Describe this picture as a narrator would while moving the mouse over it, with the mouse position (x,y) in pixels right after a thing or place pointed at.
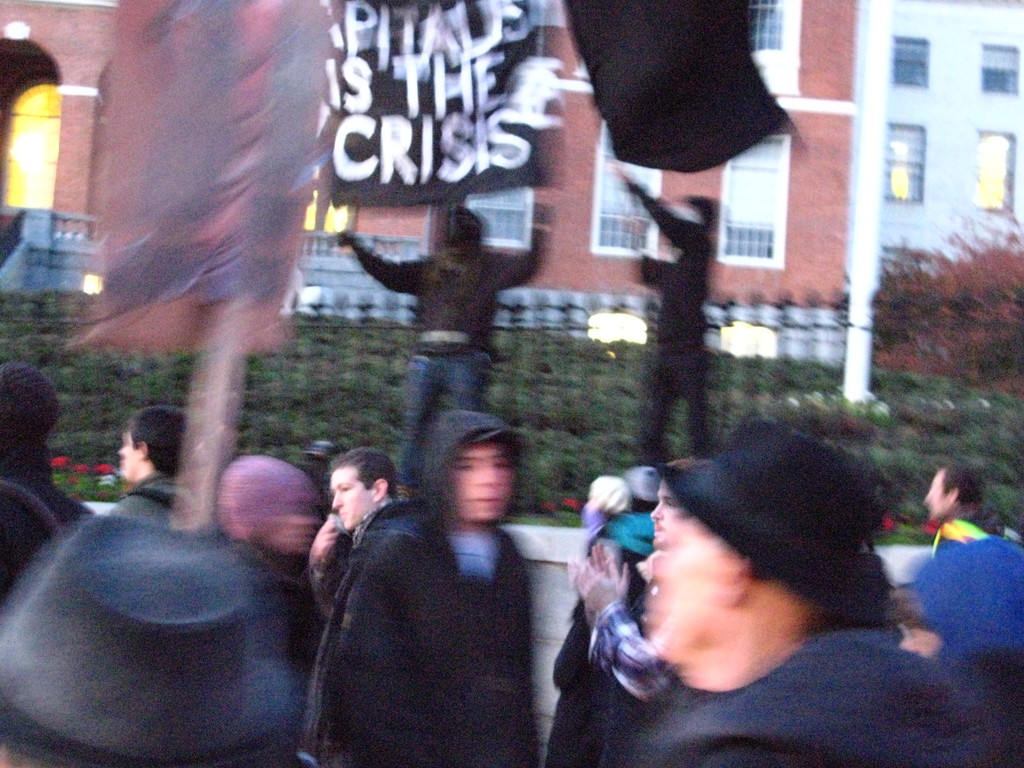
In this picture there are group of people (825,694). At the back (482,227) there are two persons (699,408) holding the banners (650,115) and there is text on the banners (553,127) and there are buildings (27,160) and trees (997,328) and there is a pole (864,369) and railing (839,340).
